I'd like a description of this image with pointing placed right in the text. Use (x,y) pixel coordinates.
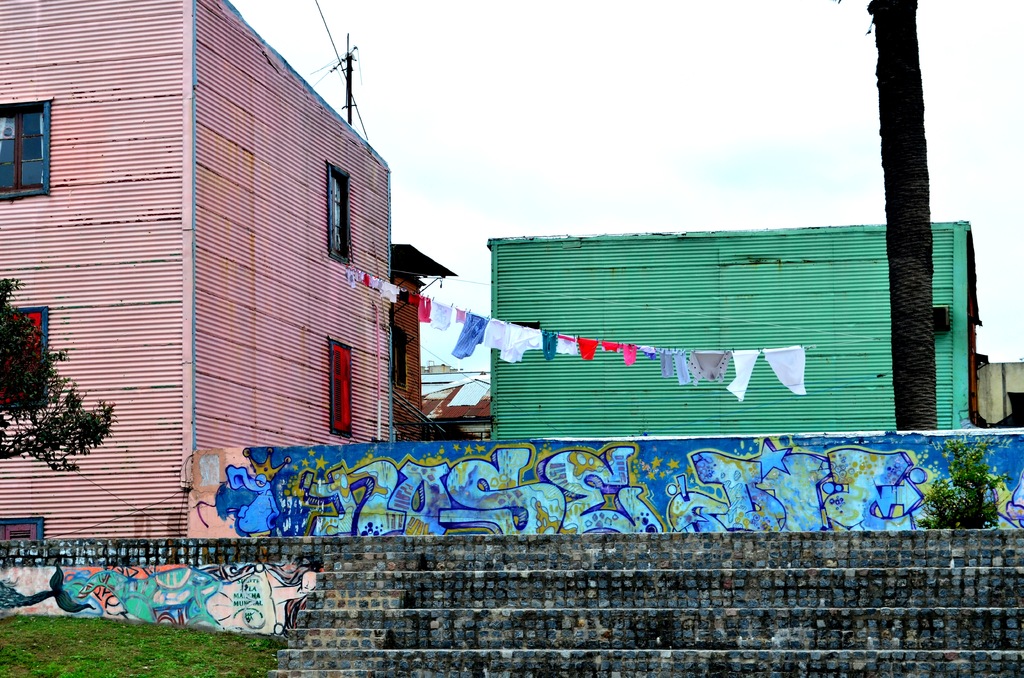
In this picture there are buildings (952,303) and there are trees (46,444) and there are clothes (477,340) hanging on the rope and there are paintings (355,525) on the walls (371,497). At the top (481,86) there is sky (530,59). At the bottom (552,608) there is a staircase (552,611) and there is grass (172,640).
